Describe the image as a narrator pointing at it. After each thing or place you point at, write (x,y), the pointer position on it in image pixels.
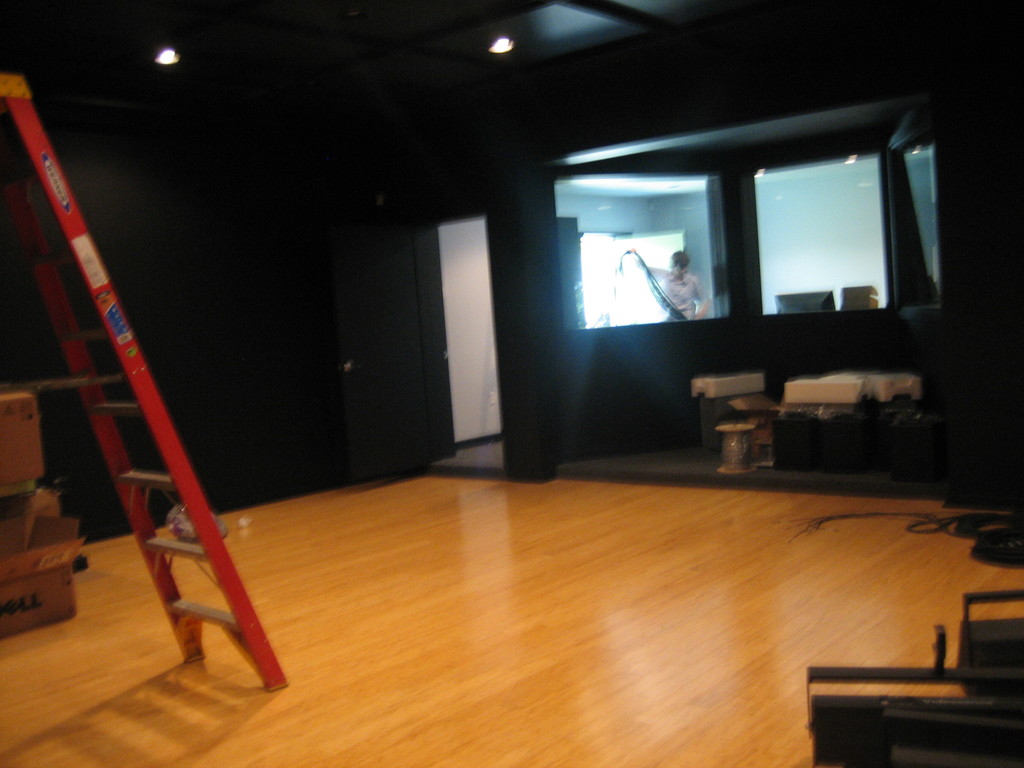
In this picture there is a ladder (60,334) on the left side of the image (178,423) and there is a man (690,312) who is working in the inside a room (584,180) in the image, there are windows (828,250) in the background area of the image (876,242) and there are boxes (33,409) on the left side of the image (68,531).
